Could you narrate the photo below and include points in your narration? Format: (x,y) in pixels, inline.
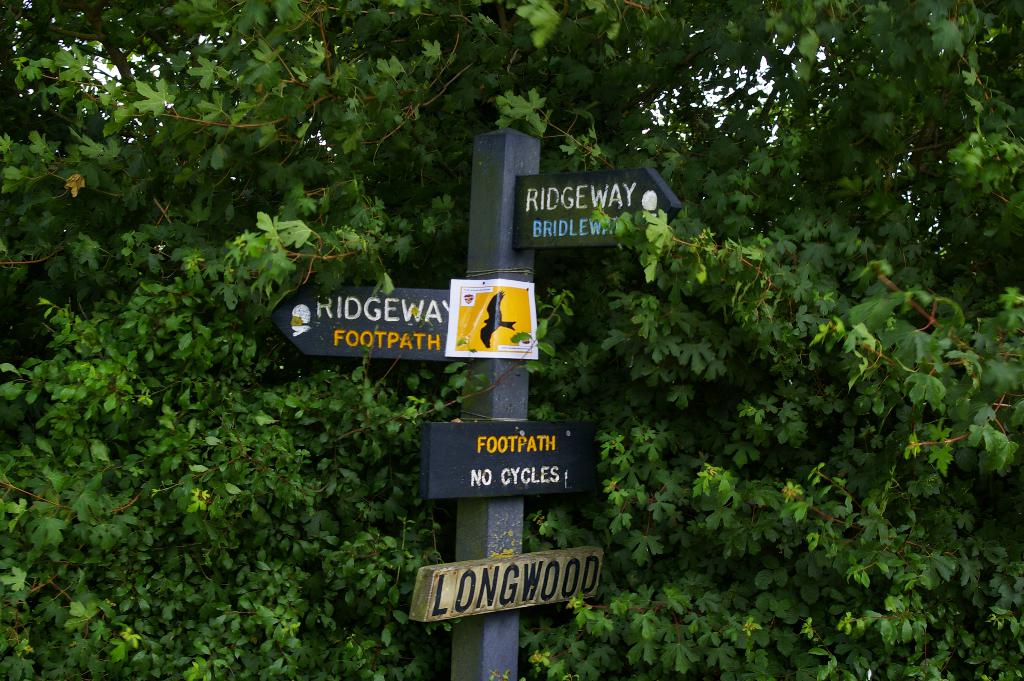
In this image there is a pole (470,531) in the middle (497,374). To the pole (487,359) there are four direction boards (557,221). In the background (240,113) there are green leaves (307,229).
